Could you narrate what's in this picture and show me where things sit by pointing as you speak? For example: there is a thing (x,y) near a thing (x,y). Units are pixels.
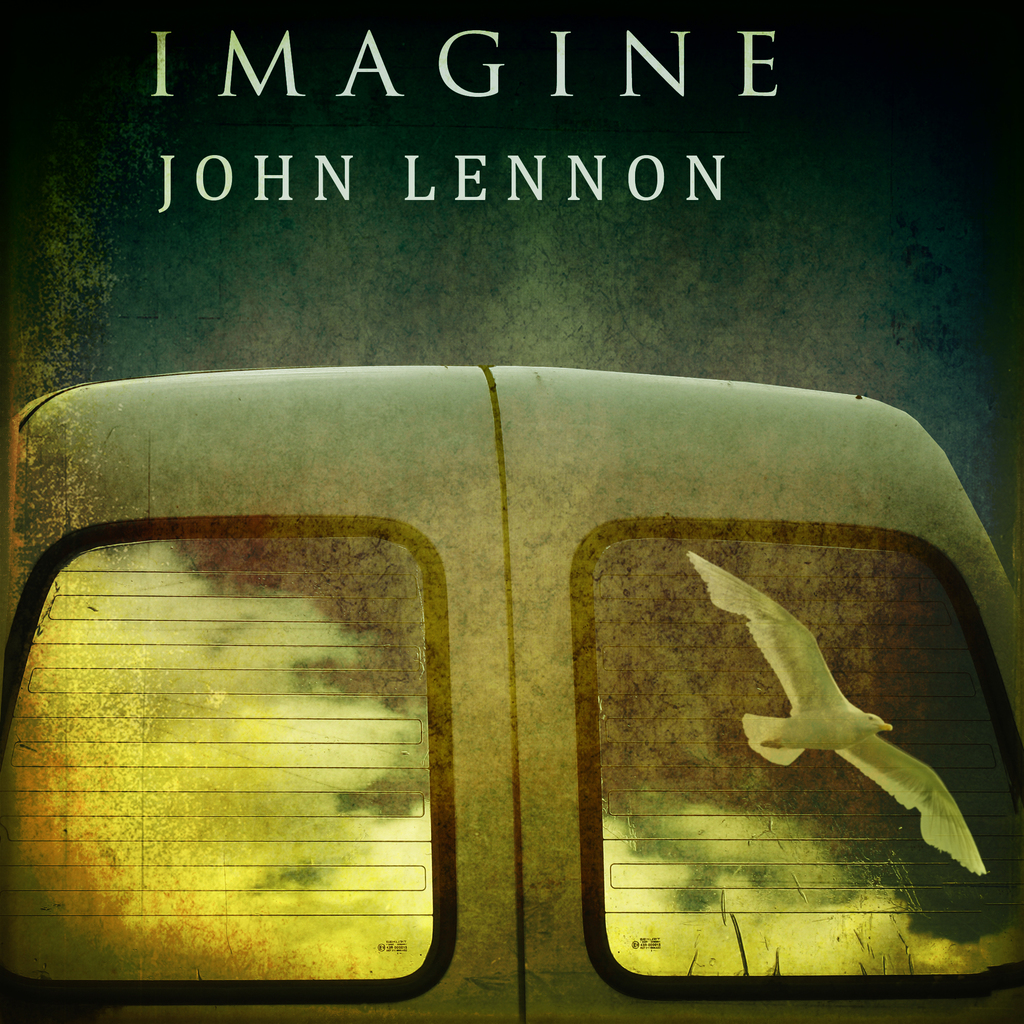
In this image, It looks like a poster (394,455). I think this is a vehicle (313,605) with the glass doors (612,771). I can see a bird (881,760) flying. These are the letters (199,169) on the poster (544,208).
